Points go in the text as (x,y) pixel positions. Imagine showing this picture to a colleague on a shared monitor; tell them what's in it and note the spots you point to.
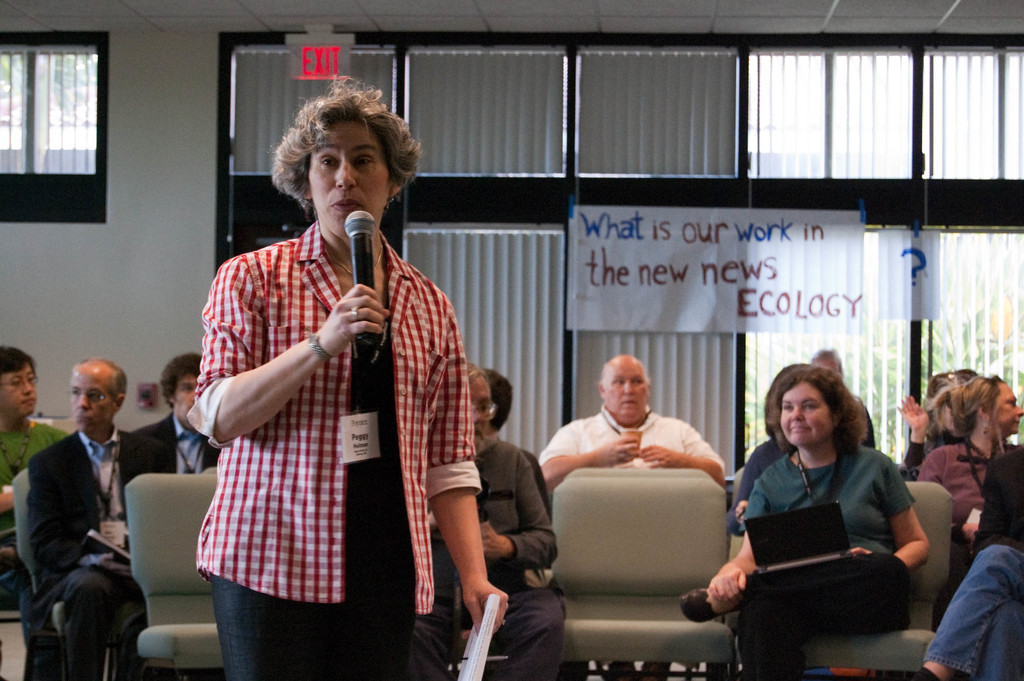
In this image I can see the group of people (486,548) are sitting on the chairs (639,499) and one person (325,417) is standing and holding the mic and paper (477,618). I can see another person (801,582) with laptop (789,568). In the background (628,309) I can see the papers (640,305) attached to the window (753,374). Through the window (734,361) I can see the plants (866,351).
